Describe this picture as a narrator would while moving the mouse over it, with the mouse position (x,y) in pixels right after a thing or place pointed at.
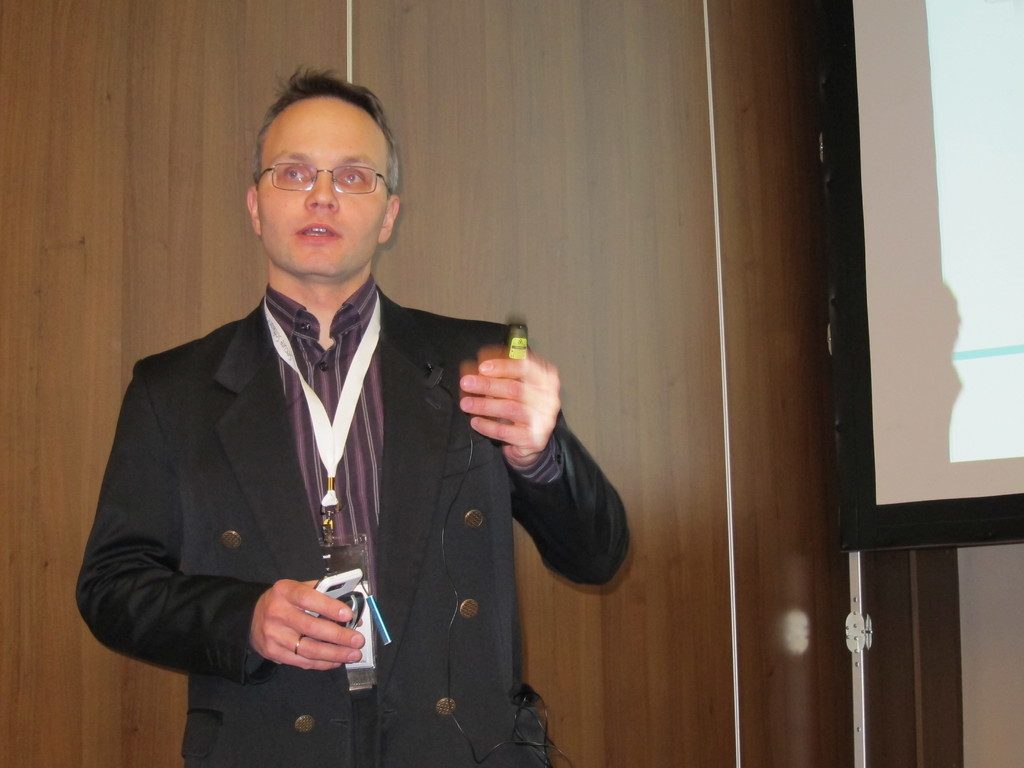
In this image, I can see a man (369,695) standing and holding objects (331,592). On the right side of the image (863,353), there is a screen (932,296). In the background (424,87), I can see a wooden wall (43,540).
